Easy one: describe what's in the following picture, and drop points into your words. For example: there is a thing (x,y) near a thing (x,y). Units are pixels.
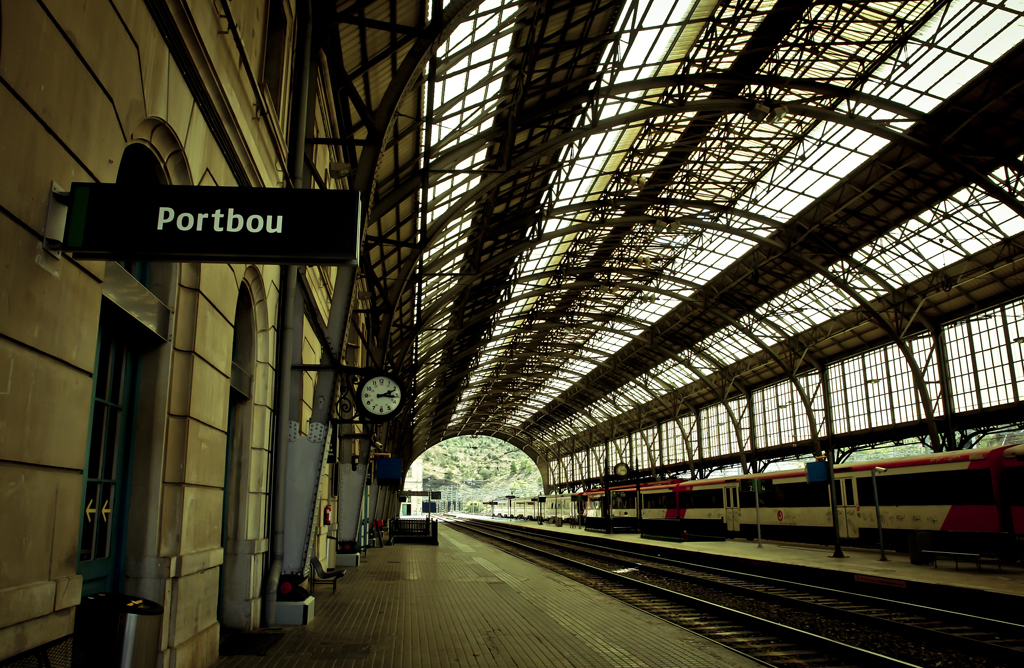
This is the inside view of a railway station (807,404) where we can see platform (476,581), clock (380,400), board (228,233), shelter (353,172), wall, door (124,482), dustbin (149,625), benches (332,581) and train (763,511) on the railway track (939,622). we can see trees (483,476) in the middle of the image (471,445).
